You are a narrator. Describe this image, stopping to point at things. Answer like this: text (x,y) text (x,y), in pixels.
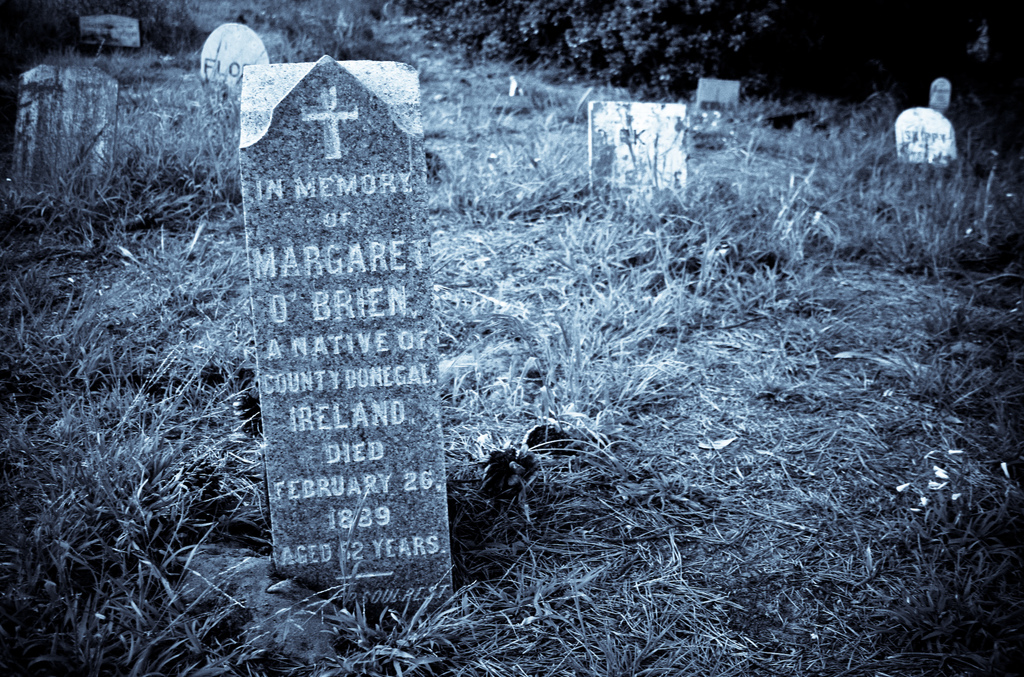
It is a black and white picture. In this image there are plants (668,35), memorial stones (250,153) and grass (446,395). Something is written on the memorial stones (324,349).
